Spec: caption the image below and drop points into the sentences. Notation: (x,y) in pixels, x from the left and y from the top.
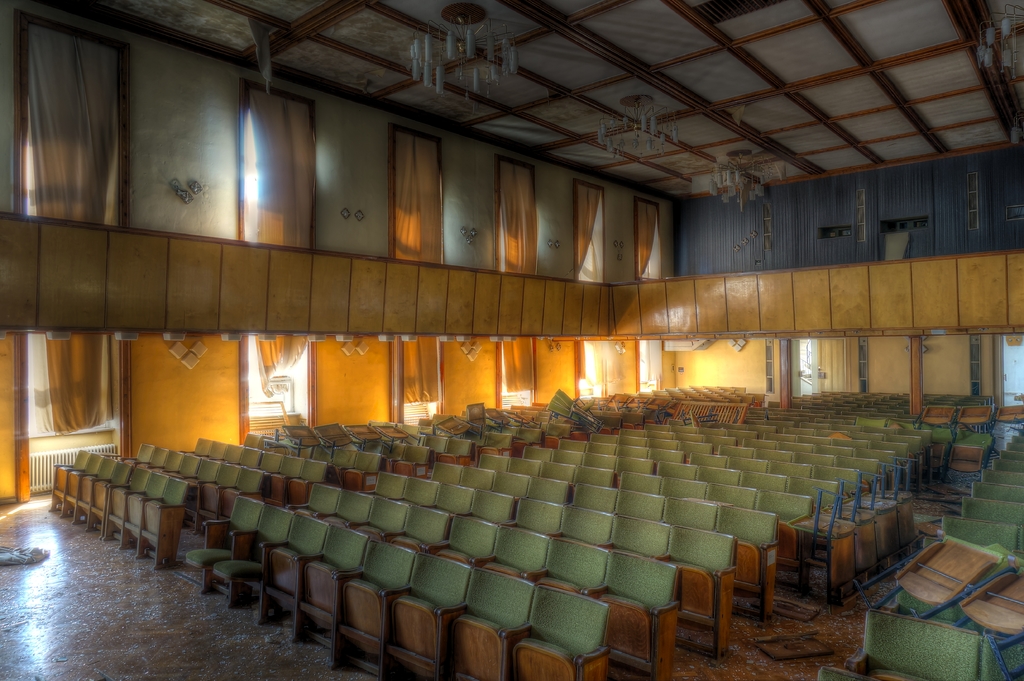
In this picture we can see chairs (373,434) on the path (81,549) and behind the chairs (569,478) there's a wall (202,340) with curtains (76,346). At the top (480,70) there are chandeliers (490,60).
